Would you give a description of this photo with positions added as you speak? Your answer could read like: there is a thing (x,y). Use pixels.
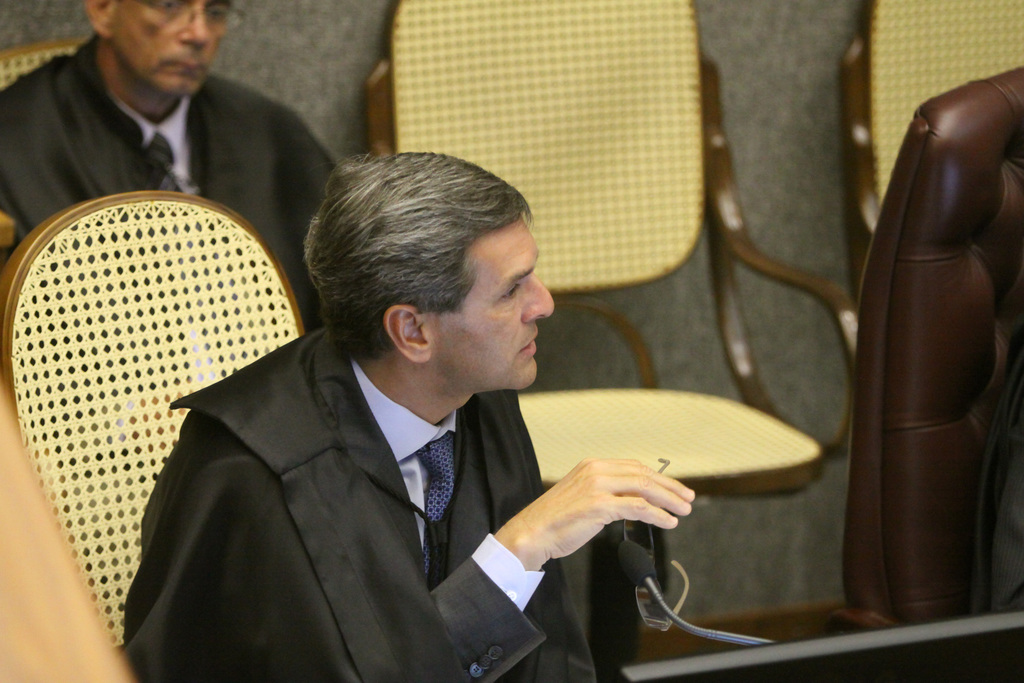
There is a man (321,409) sitting in a chair (93,388), wearing a black coat (296,574), holding a spectacles (646,538) in his hand (531,517). In front of them there is a microphone (643,582). We can observe another man (181,160) sitting behind him. In the background (297,59) there is a wall (291,51).
